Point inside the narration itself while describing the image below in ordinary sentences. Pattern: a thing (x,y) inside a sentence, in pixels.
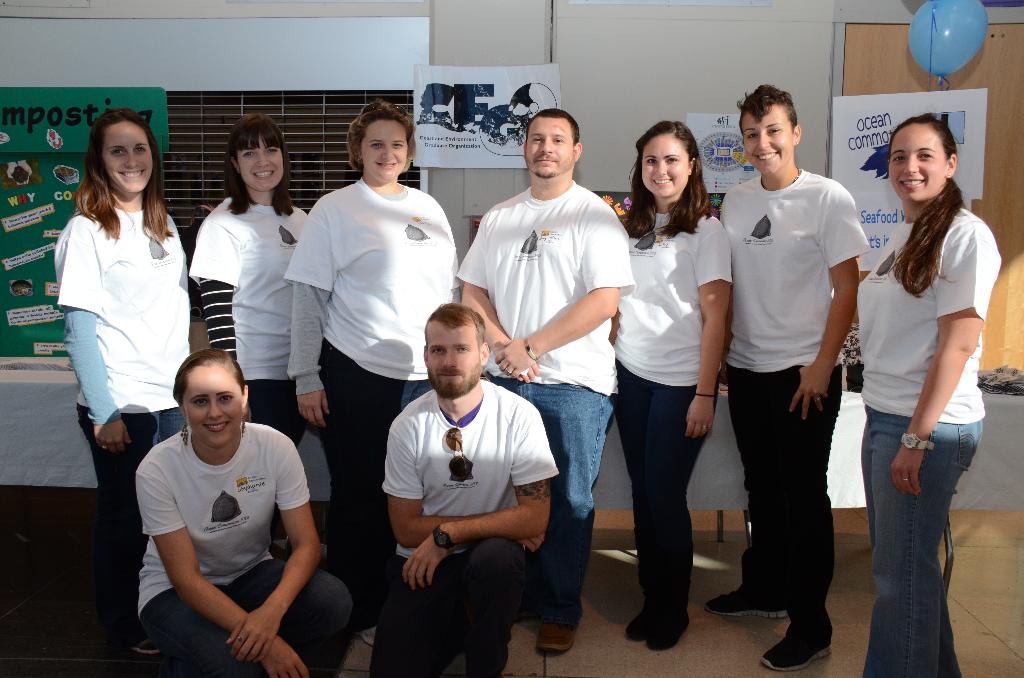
In this picture there are group of people (553,238) standing and smiling and there are two people (471,514) on knees (391,600). At the back (32,178) there are boards (38,159) and there is text (25,192) on the boards (34,237) and there is a cupboard (992,102) and there is a balloon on the cupboard (931,81). At the bottom (950,578) there is an object (990,408) on the floor (34,551).
